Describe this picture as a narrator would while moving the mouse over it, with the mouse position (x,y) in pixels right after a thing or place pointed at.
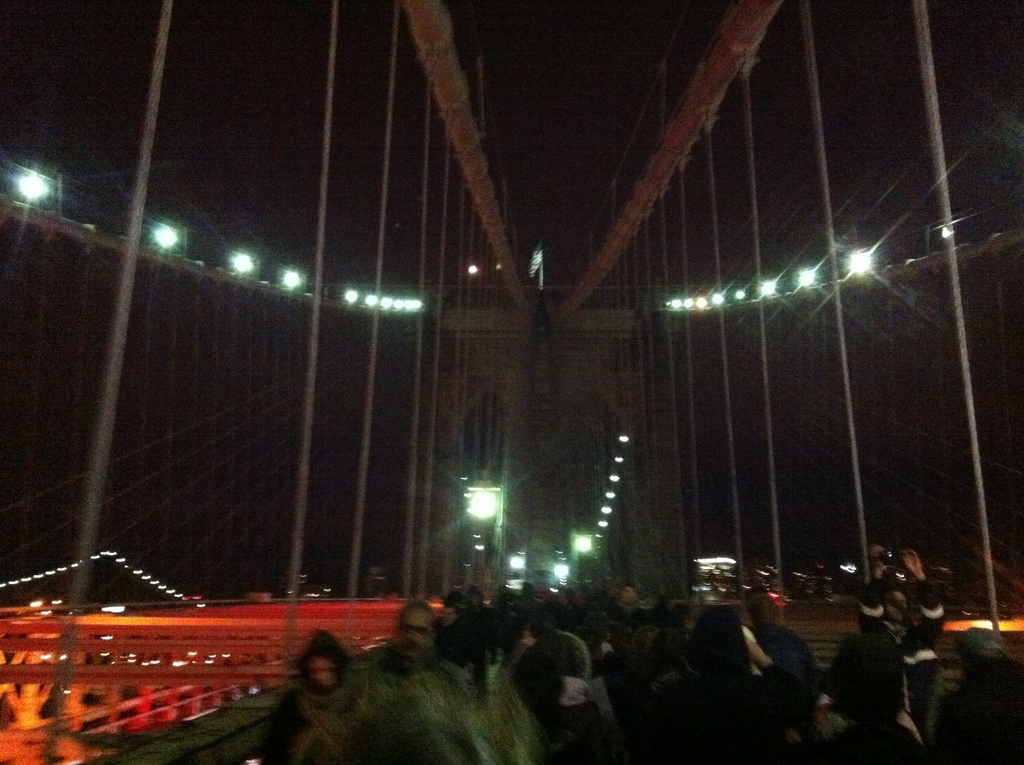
In this picture we can see people (552,729) on a bridge (972,430). We can see ropes (68,639). Background (63,337) portion of the picture is completely dark. We can see lights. On the left side of the picture (234,671) we can see objects (271,615).
